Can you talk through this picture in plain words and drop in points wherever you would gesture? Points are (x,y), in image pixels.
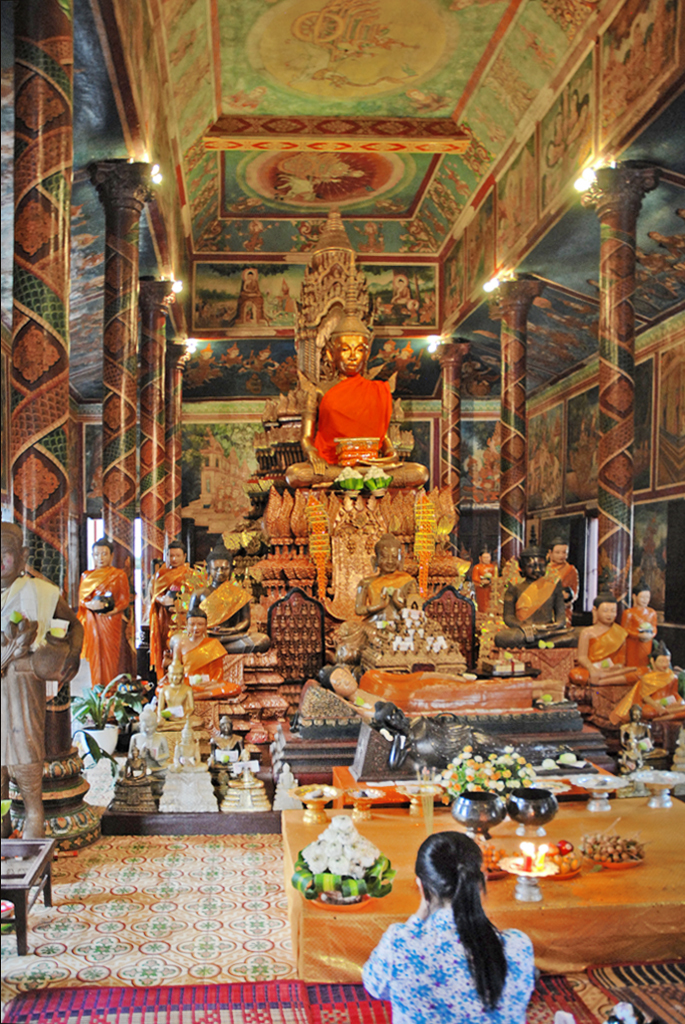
In this picture there is an inside view of the Buddha temple (288,532). Behind there is an Idol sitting on the concrete slab (572,732). In the center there is a wooden table (605,815) with some flowers (486,784) and candles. In the front (445,990) bottom side there is a woman (451,953), wearing white and blue dress (434,986) is sitting and praying. On the left side (124,549) there are some Buddha statue (227,564) and big pillars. On the top (428,137) there is a design (385,194) in the ceiling (391,200).
